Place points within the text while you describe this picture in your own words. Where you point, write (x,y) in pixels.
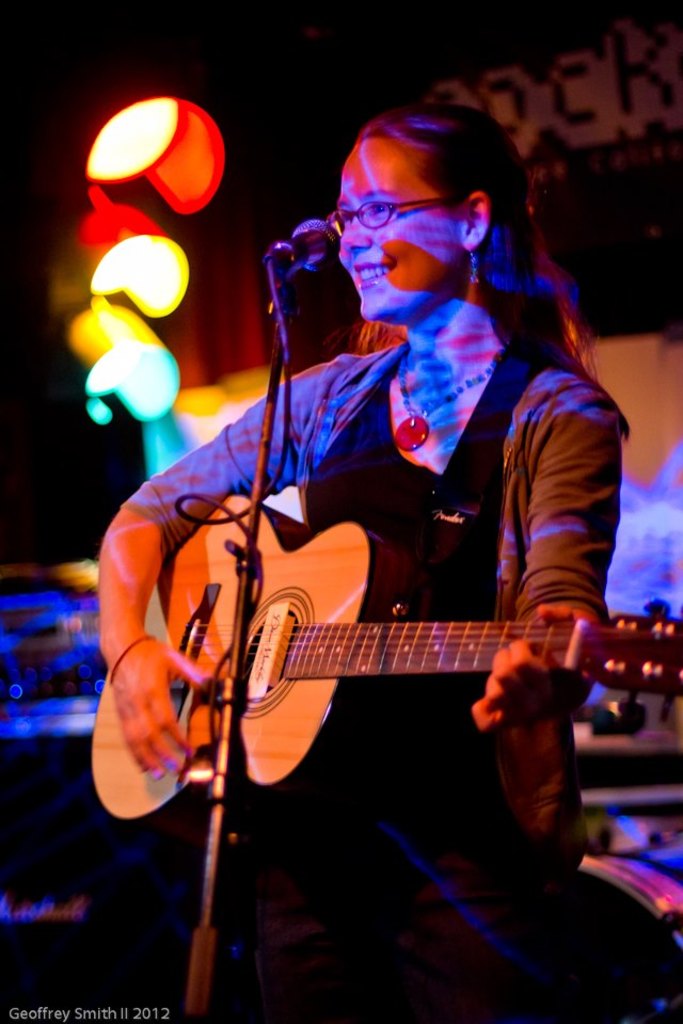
The women (403,535) wearing black dress (419,552) is playing guitar (332,652) in front of a mic (295,264) and there are color lights (148,219) behind her.
